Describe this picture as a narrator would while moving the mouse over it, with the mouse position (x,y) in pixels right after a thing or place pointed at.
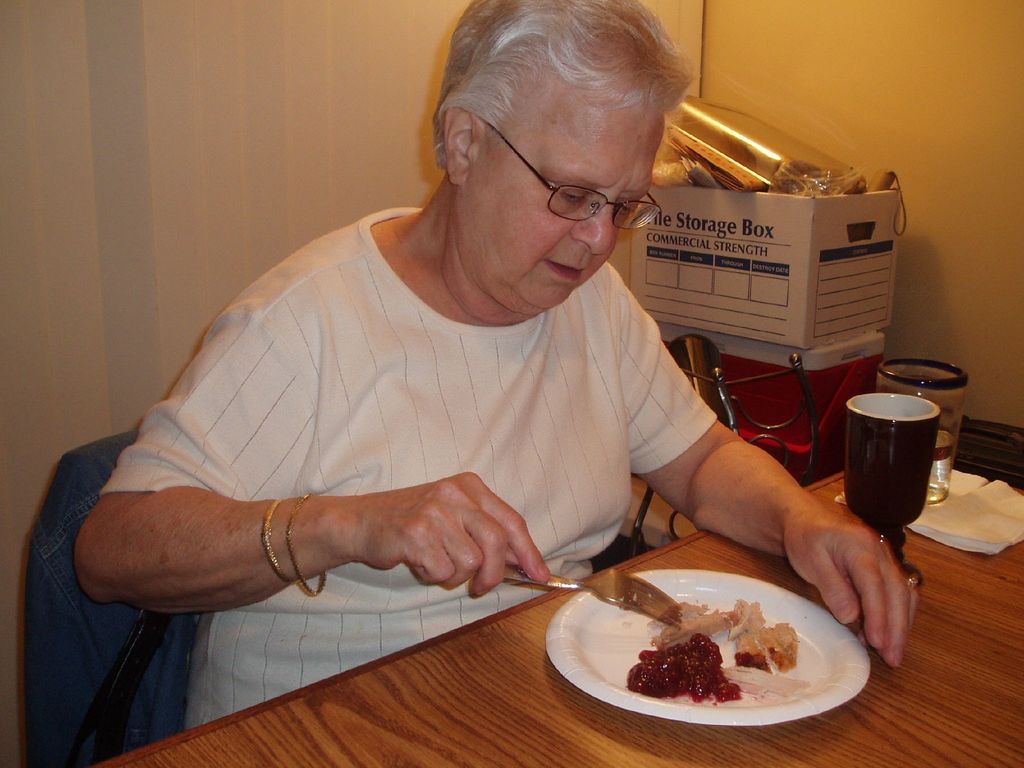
In this picture we can see women (713,469) wore spectacle (610,199), bangles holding fork (532,583) in her hand (454,561) and in front of her there is table (784,747) and on table (743,751) we can see plate (720,601) with food (756,630) in it, glass (912,431), tissue paper (961,510) and in background (695,248) we can see box (806,209), wall (856,49).
